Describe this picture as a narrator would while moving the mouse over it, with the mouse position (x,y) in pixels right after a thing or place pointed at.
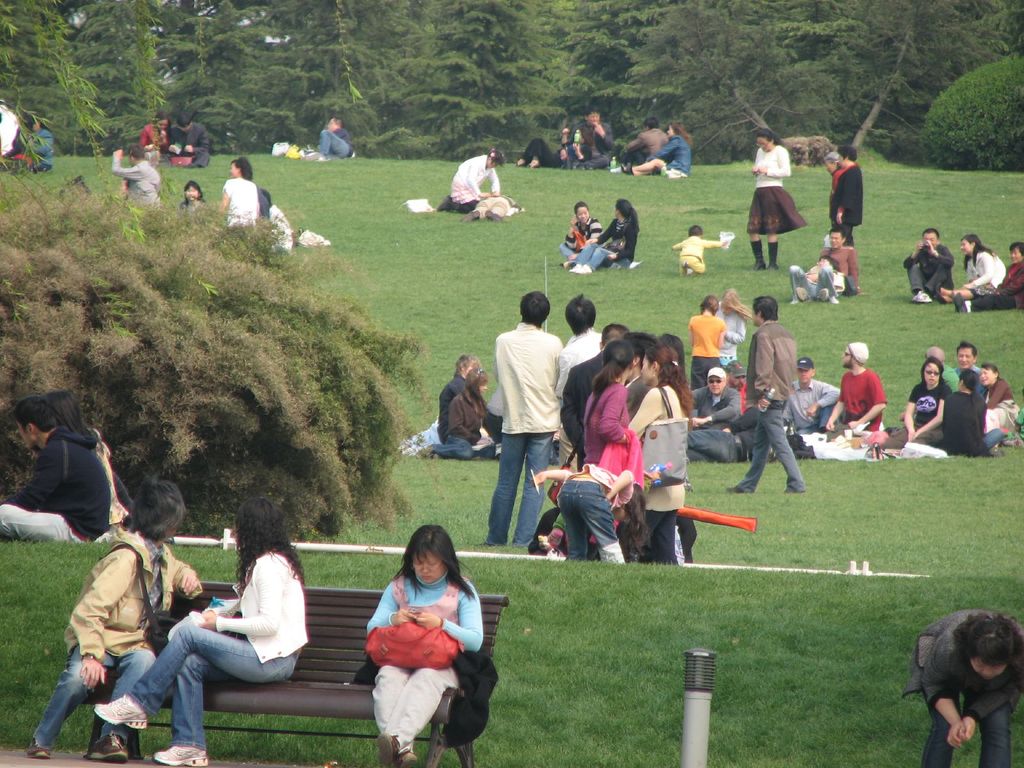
In this image I can see a ground (743,246), on the ground (743,246) I can see there are few persons (787,483) and babies (577,510) visible, at the bottom (267,650) there are three persons (295,652) sitting on bench (355,656) and a pole (698,690) visible, on the left side (47,200) there are some bushes (238,265), at the top (282,78) there are some trees (854,70) and bushes (990,108) visible.
